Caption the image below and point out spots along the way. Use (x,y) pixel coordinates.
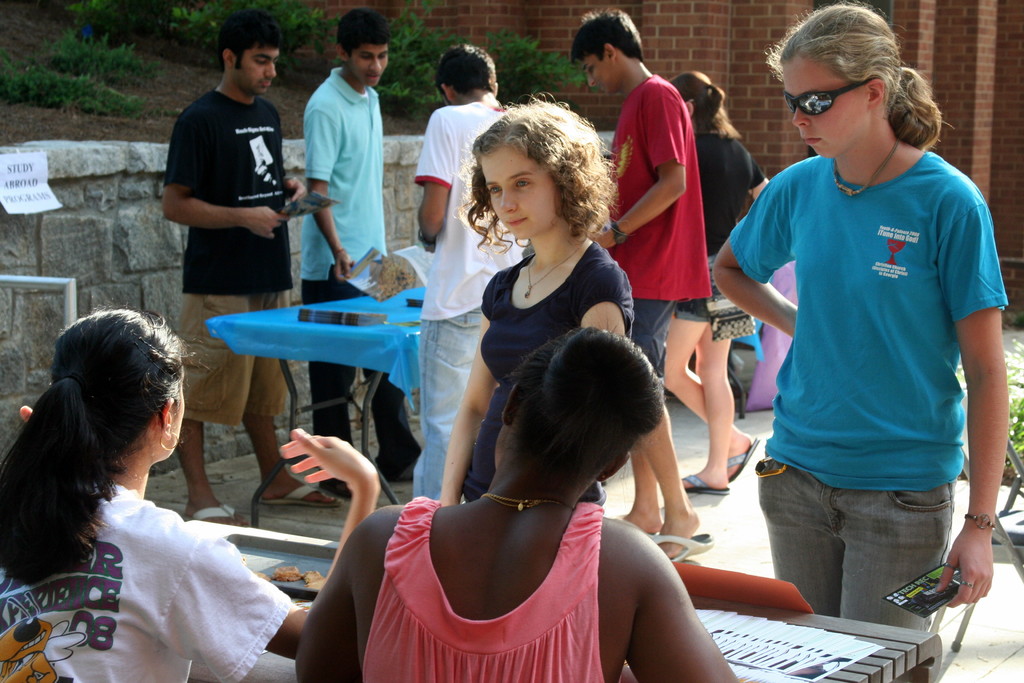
As we can see in the image there is a brick wall (972,50), few people (365,34) standing here and there and there is a table (315,325).
